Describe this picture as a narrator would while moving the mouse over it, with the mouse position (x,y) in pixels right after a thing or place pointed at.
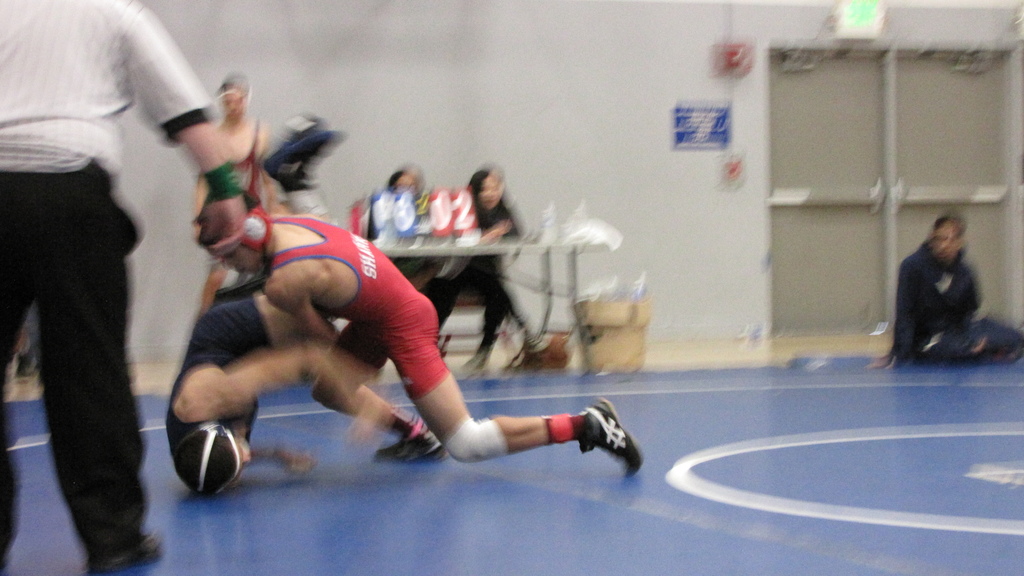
In the center of the image (387,278) we can see two persons (271,342) wrestling on the ground (957,370). One person (388,331) is wearing a red dress (330,257). On the left side of the image (174,107) we can see a person (59,295) wearing white dress (86,84) standing on the floor (200,549). On the right side of the image (943,311) we can see a person (925,315) sitting on the floor (943,369). In the background (842,302), we can see two persons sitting in front of a table (548,268), a door (904,151) and a sign board (688,128).
